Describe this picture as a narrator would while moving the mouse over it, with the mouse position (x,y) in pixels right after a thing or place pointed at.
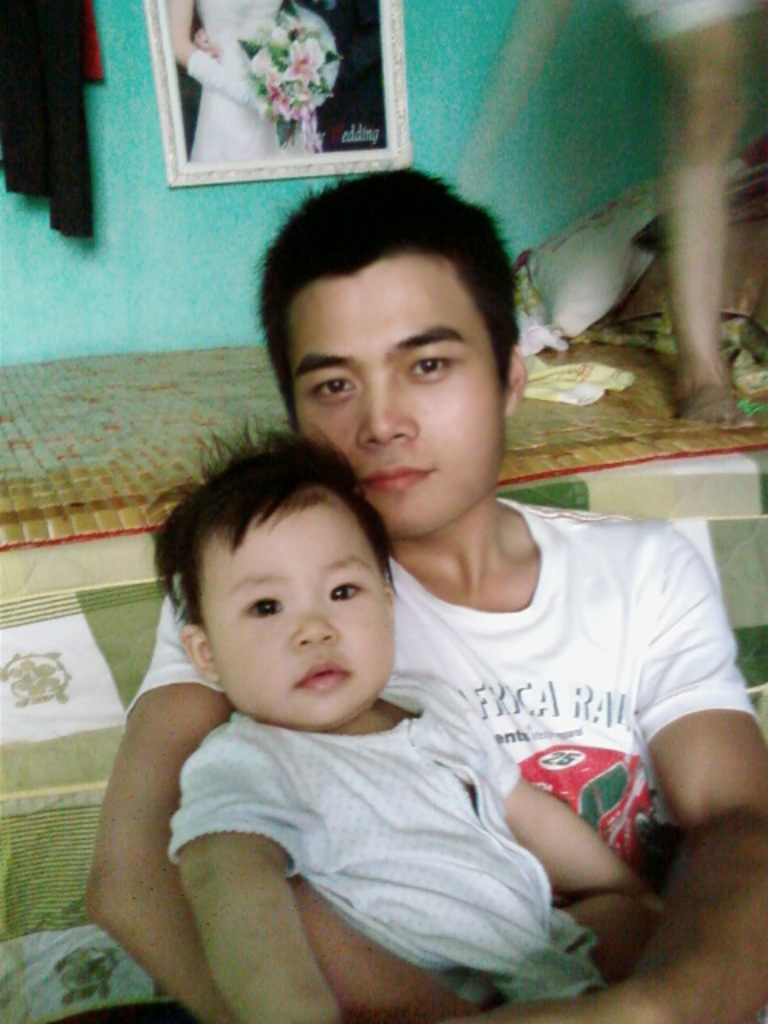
In this picture there is a man (575,687) who is wearing t-shirt (489,659). He is holding a baby boy (464,834). In the back (737,518) I can see the bed (0,501). In the top right corner (689,282) I can see the person's leg (703,282), beside him I can see the pillows (551,261) and other clothes (730,323). At the top (305,79) I can see the photo frame (310,69) which is placed on the wall (246,198).
